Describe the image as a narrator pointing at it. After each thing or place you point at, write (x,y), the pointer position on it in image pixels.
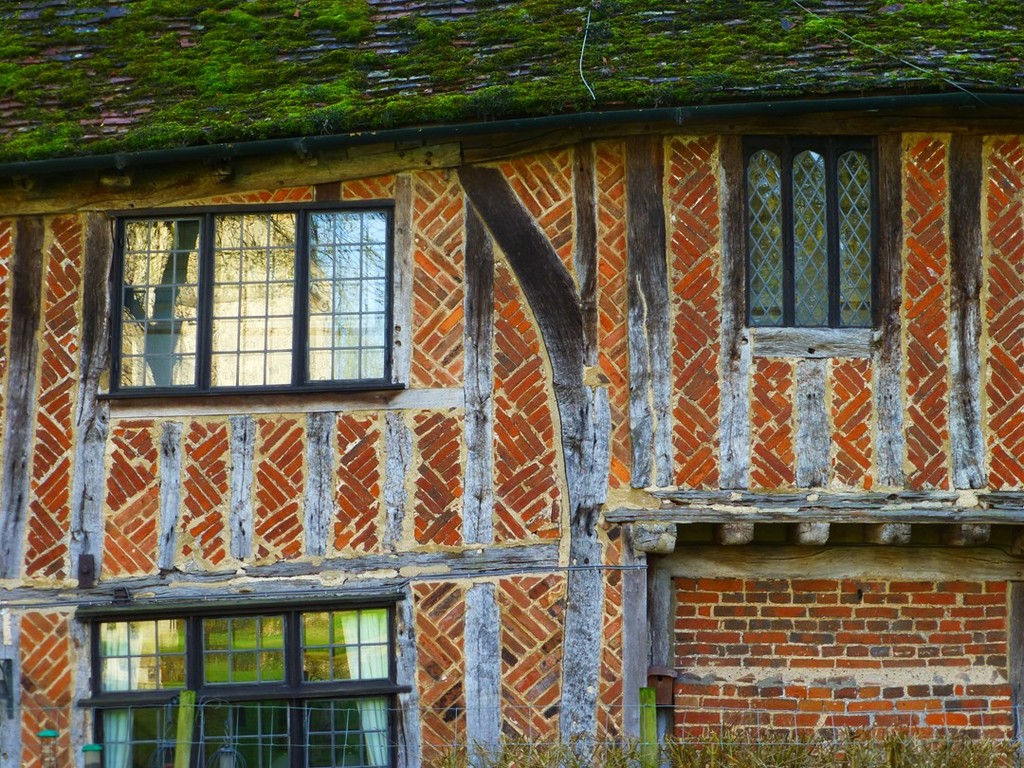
This picture shows a building (667,545) and we see windows (873,208) and some grass (95,112) on the roof (845,95).
